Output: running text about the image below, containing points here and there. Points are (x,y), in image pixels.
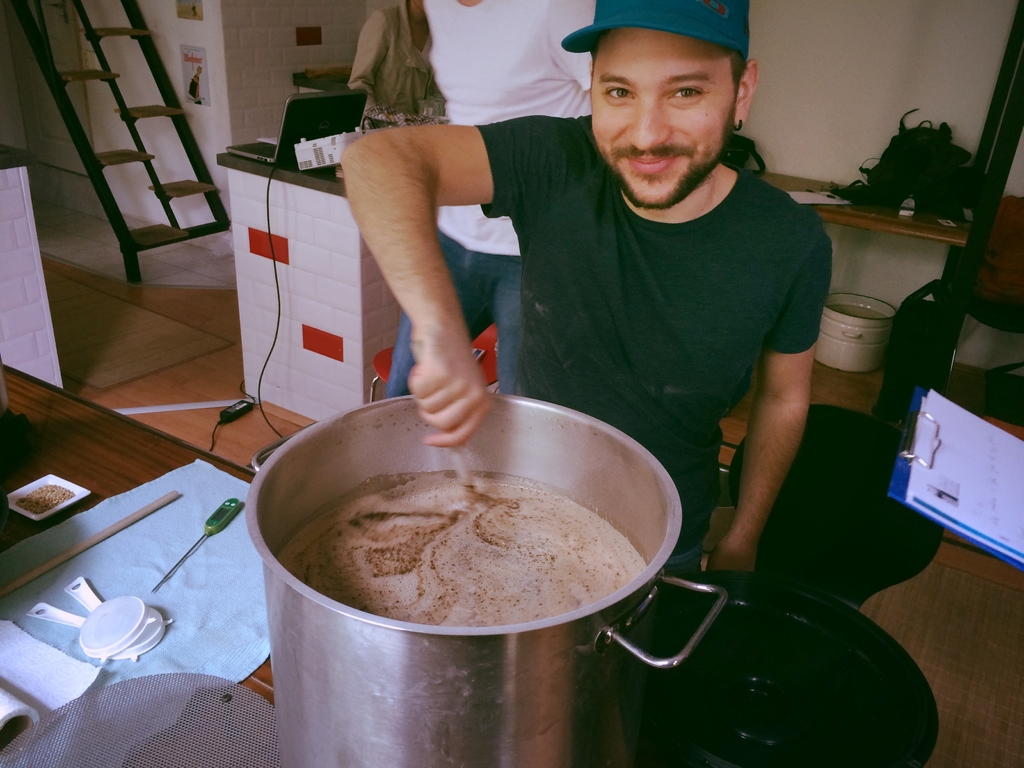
In the picture we can see a man (651,300) standing near the table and mixing something in the bucket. In the background (839,170) we can find another person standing near the table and we can also find some steps (143,158) and wall (851,167).
